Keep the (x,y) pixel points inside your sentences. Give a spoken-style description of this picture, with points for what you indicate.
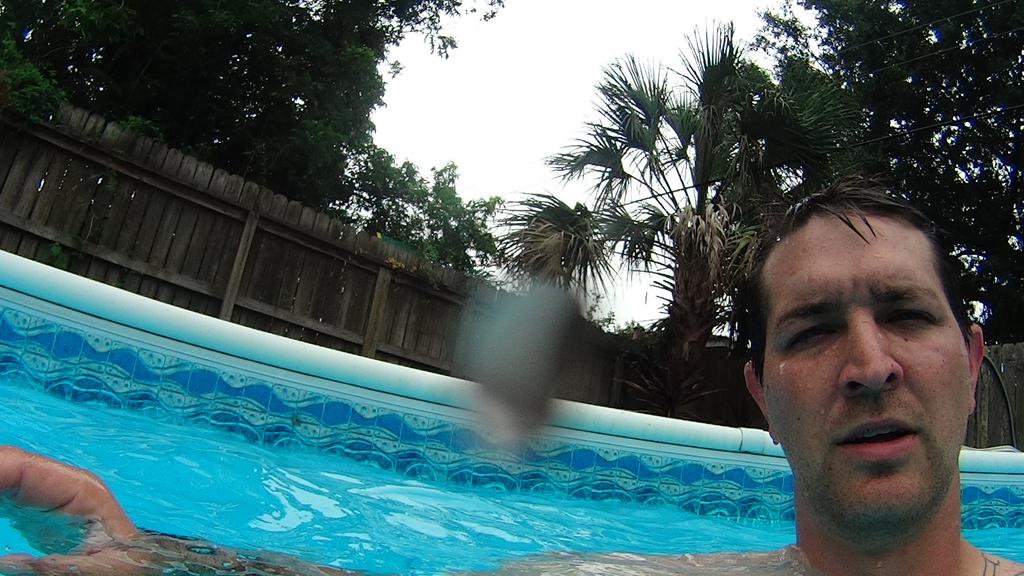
In this image there is a person (857,489) standing on the swimming pool (1012,538), behind him there is a wooden fence wall (32,222) and some trees (735,300).
